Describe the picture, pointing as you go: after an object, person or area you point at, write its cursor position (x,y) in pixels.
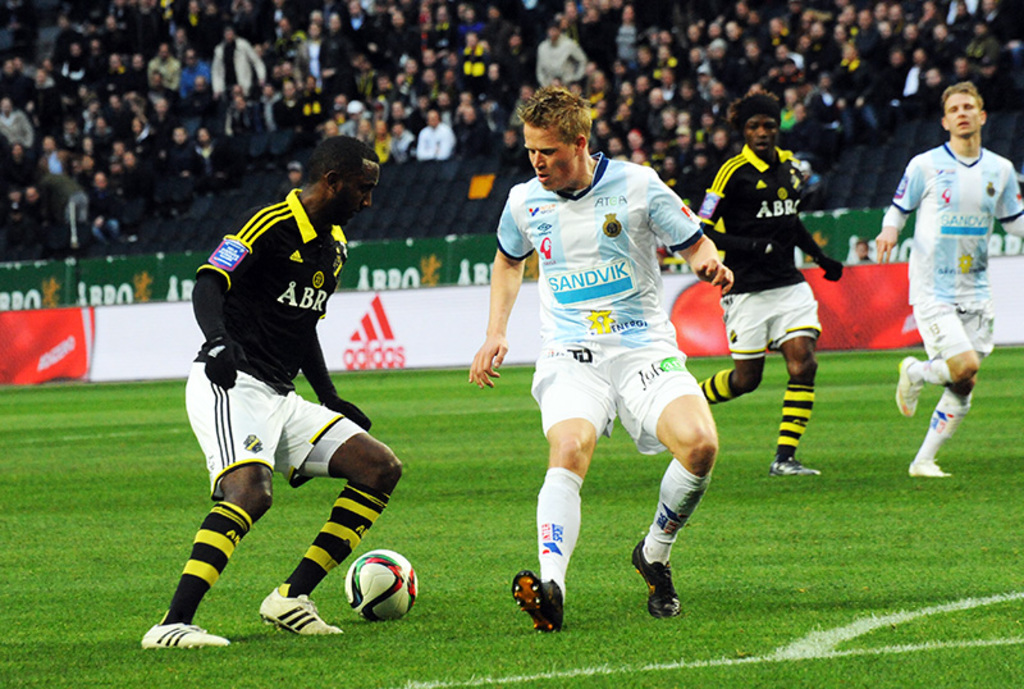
This picture might be taken in a stadium (409,513), in this picture in the foreground (307,355) there are four persons (645,242) who are playing football. At the bottom (462,586) there is grass (462,586), on the grass (873,549) there is one ball (370,566). In the background (459,96) there are some people (644,90) who are watching the game, and in the center (402,340) there are some boards (874,299).
